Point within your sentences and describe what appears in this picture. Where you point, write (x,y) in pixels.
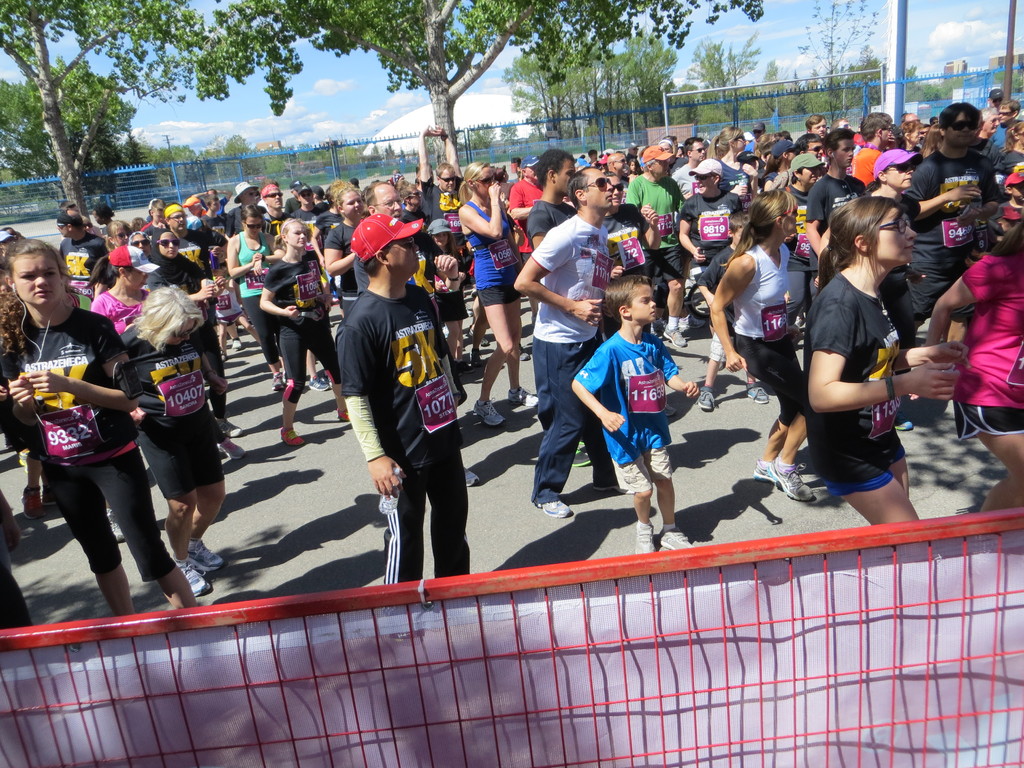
In the image in the center (419,422) we can see a group of people (583,300) were standing and few people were wearing caps (150,272). In the bottom of the image, there is a fence (364,649). In the background (333,98) we can see the sky (304,45), clouds (948,25), trees (30,110), poles (903,26), buildings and fences (940,109).
